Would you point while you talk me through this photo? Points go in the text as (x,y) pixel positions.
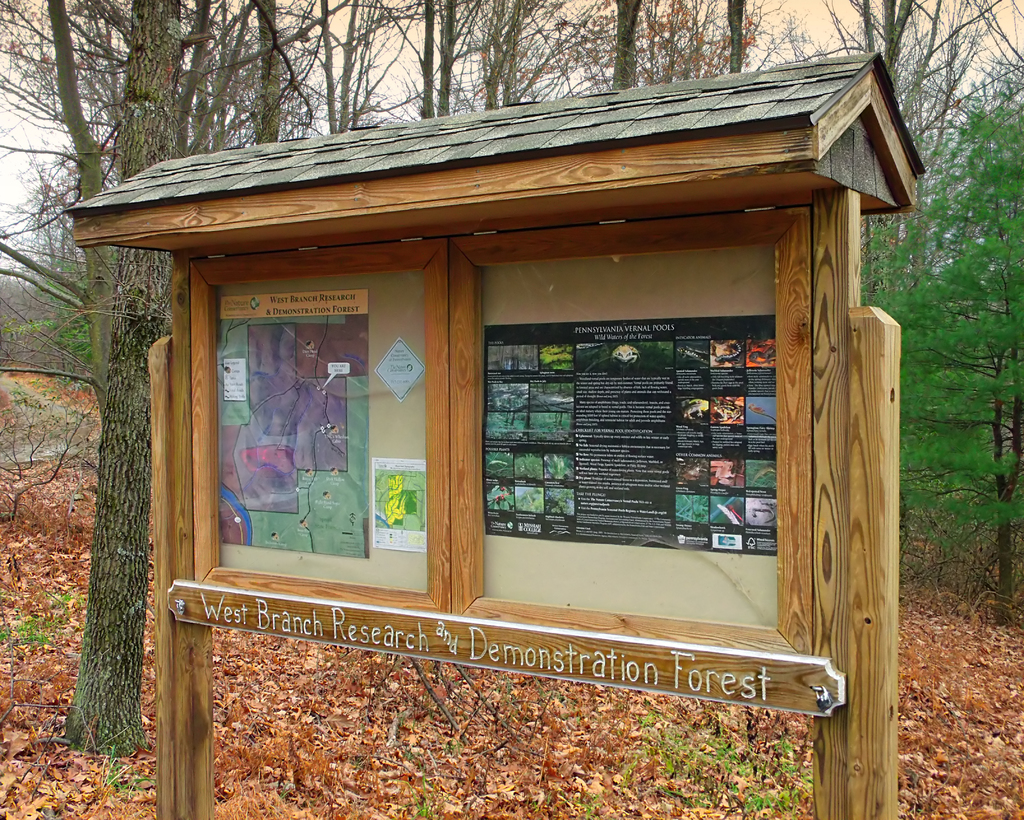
In this image there is a board (542,357) attached to the wooden planks (843,456) which is having a roof (153,209) on top of it. Few posters (266,478) are attached to the board (635,546). Below it there is some text (505,653) on the wooden plank (594,656). In background (949,583) there are few trees (586,49) and plants (54,475) on the land (48,523) having few leaves (413,729) on it. Behind trees (69,122) there is sky (321,128).
